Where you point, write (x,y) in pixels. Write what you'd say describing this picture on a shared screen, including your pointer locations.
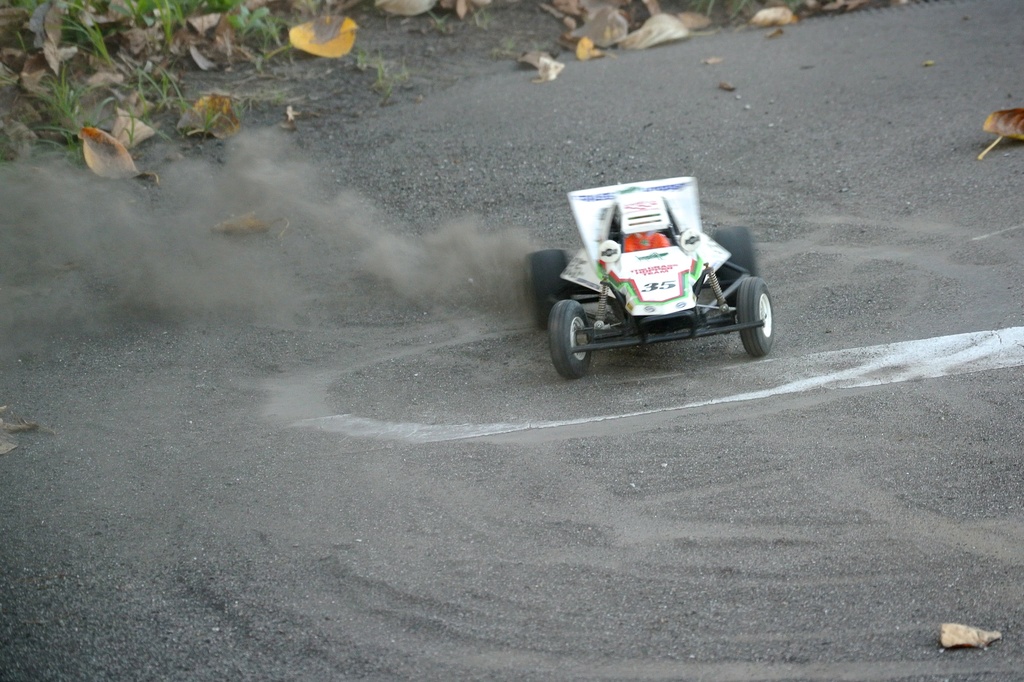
In this image in the center (554,271) there is one vehicle (634,267) and in the background (317,34) there are some leaves (118,121) and grass (70,24), at the bottom (839,590) there is walkway (565,560).
